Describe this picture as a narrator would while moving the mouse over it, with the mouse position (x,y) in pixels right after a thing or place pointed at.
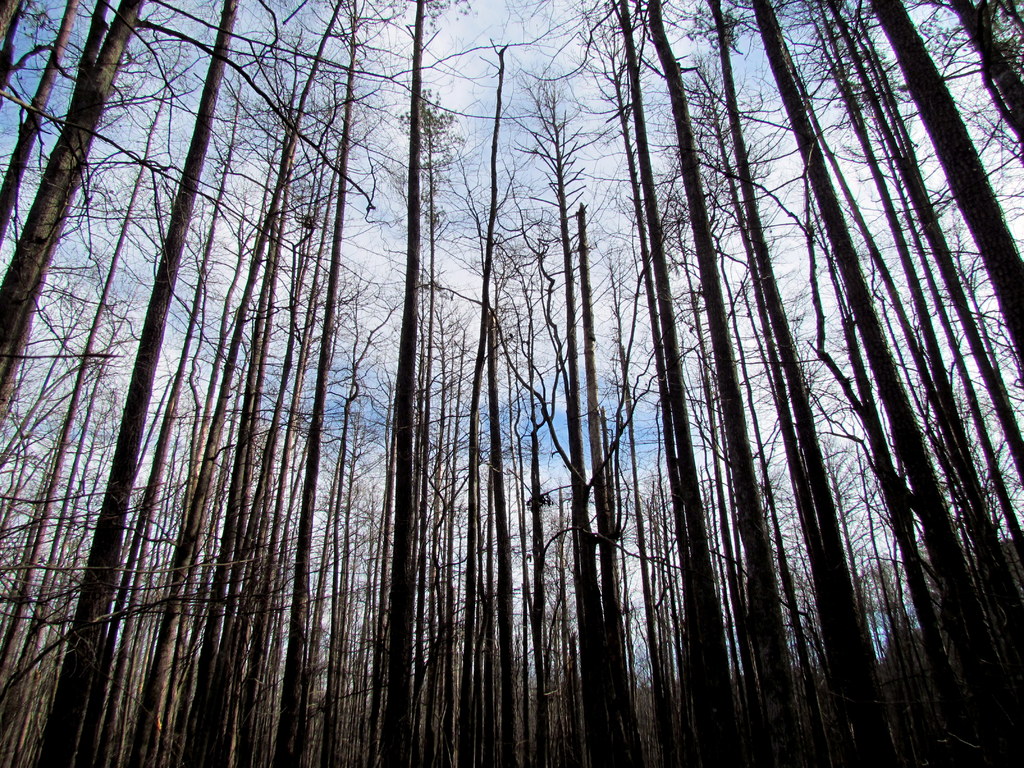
In this picture we can see few trees (527,347) and clouds (562,338).
